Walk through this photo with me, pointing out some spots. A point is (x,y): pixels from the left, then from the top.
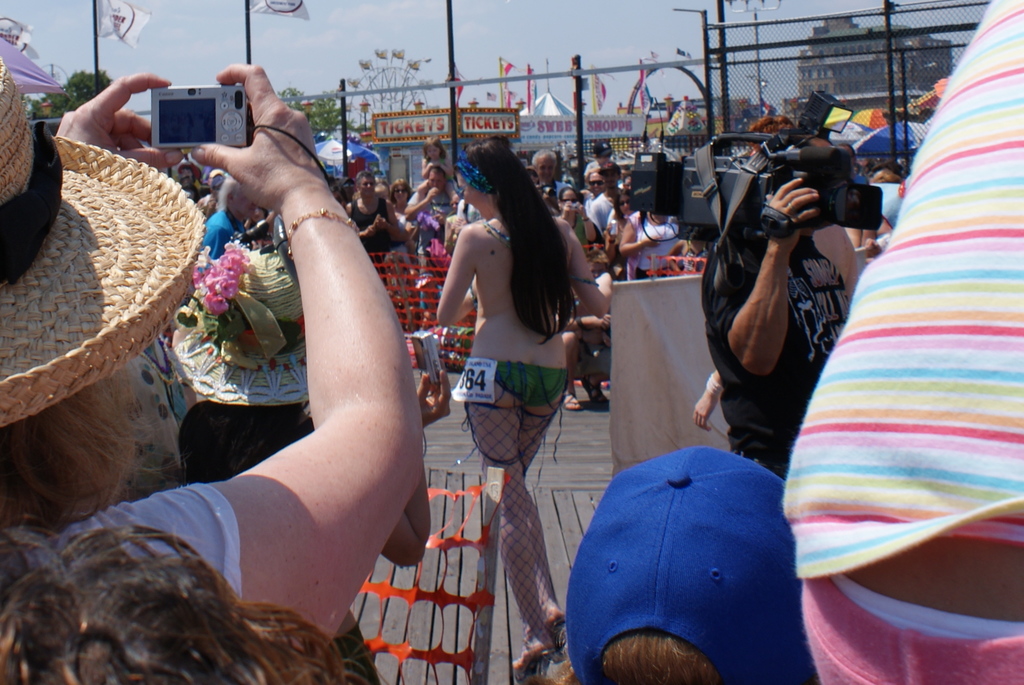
In this picture we can see some people (906,266) are standing and a woman (542,393) is walking, a person (315,549) on the left side (280,160) is holding a camera (243,128), a person (810,341) in the middle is holding a video camera (827,216), there are some metal rods (888,56) and fencing (788,70) in the middle (653,270), in the background (504,73) there are trees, a building (848,88), flags (605,94), boards (527,118) and a giant wheel (394,69). There is the sky (330,87) and two flags (262,11) at the top of the picture (190,28).
